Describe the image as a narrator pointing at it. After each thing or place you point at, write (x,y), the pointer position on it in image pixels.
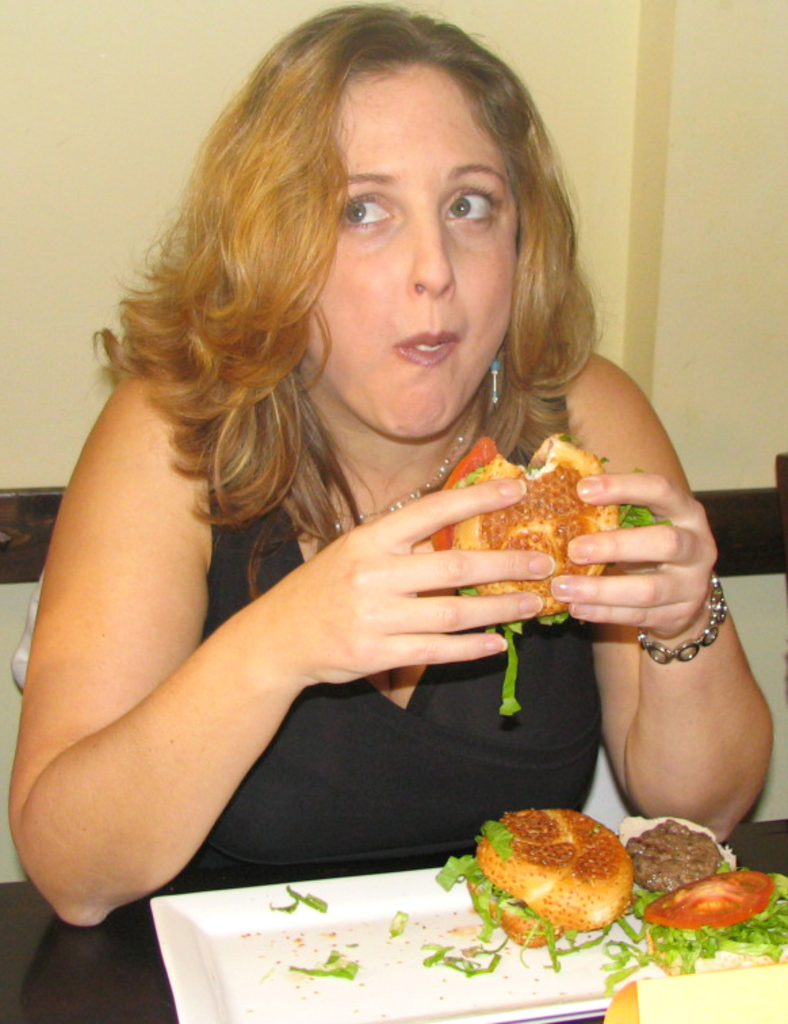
In this image there is a person (432,345) eating burger (491,534). There is another burger (572,916) on the plate (572,970). There is a wall (6,393) in the back side (744,92).
